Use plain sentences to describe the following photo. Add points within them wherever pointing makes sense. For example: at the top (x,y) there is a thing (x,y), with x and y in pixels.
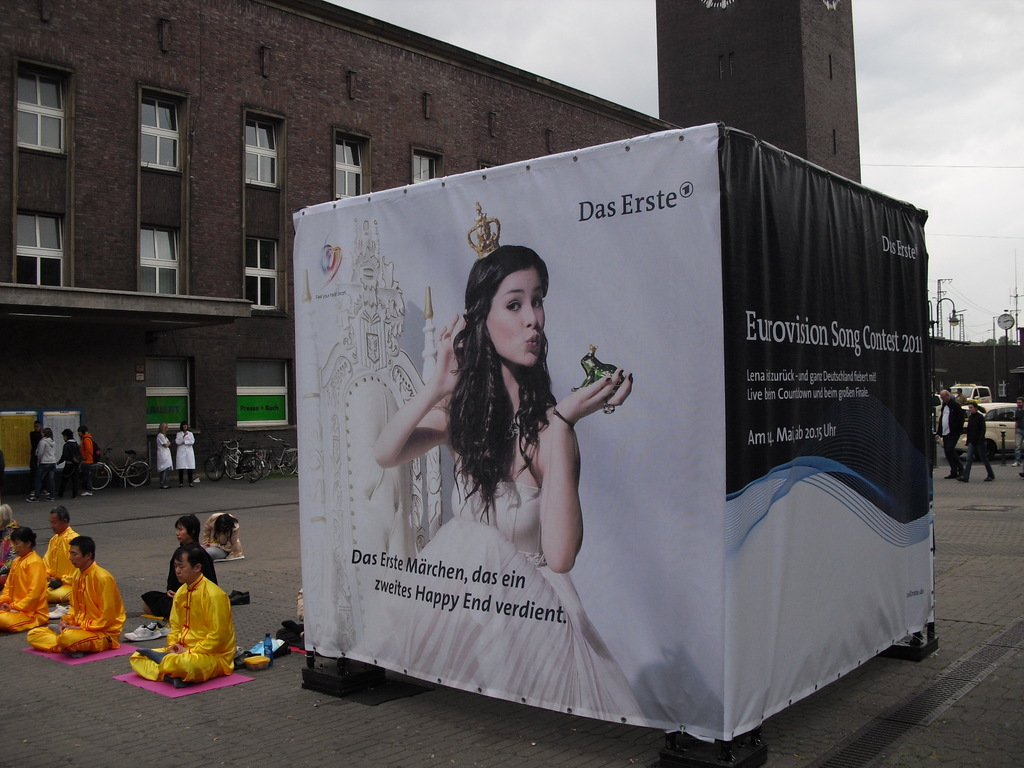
In this image there is a board (633,608) and we can see people (947,409). There are cars (978,396) and bicycles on the road (188,494). In the background (324,193) there are buildings (552,146), poles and sky (960,123).
